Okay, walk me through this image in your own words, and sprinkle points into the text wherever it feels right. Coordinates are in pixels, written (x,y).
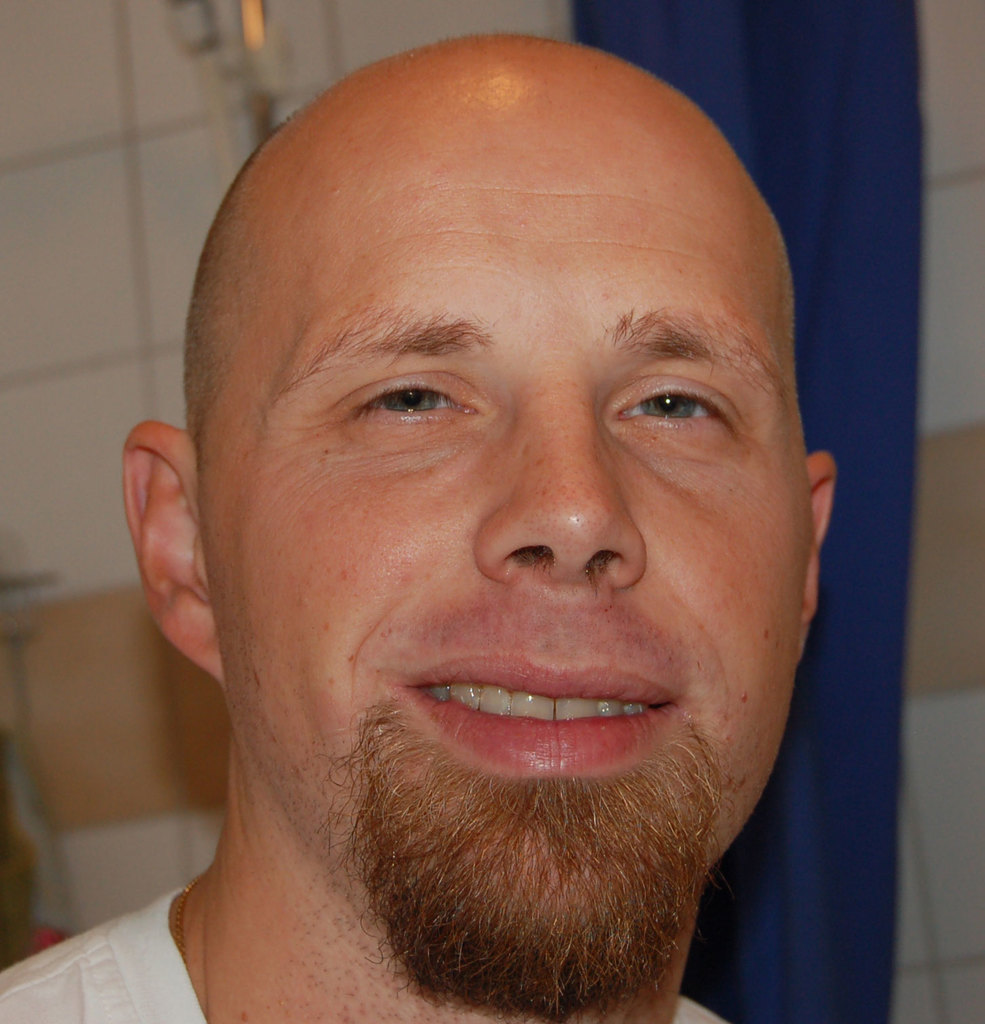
In this picture, we can see a person (619,733) and in the background (157,408) we can see the wall (157,408) with some objects (731,44) attached to it.
